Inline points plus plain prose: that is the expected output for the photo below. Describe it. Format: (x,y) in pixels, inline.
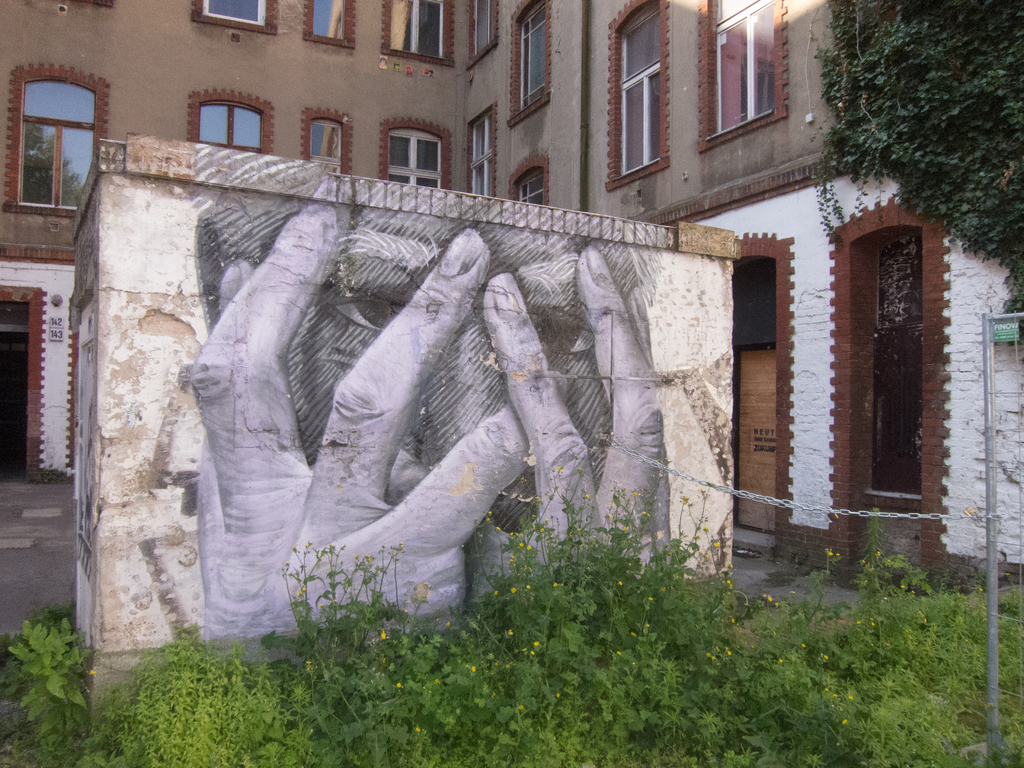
Here we can see plants (425,625), pole (989,727), and a chain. There is a drawing (254,414) on the wall (208,433). In the background (93,73) we can see a building (770,150), windows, and boards (767,451).
